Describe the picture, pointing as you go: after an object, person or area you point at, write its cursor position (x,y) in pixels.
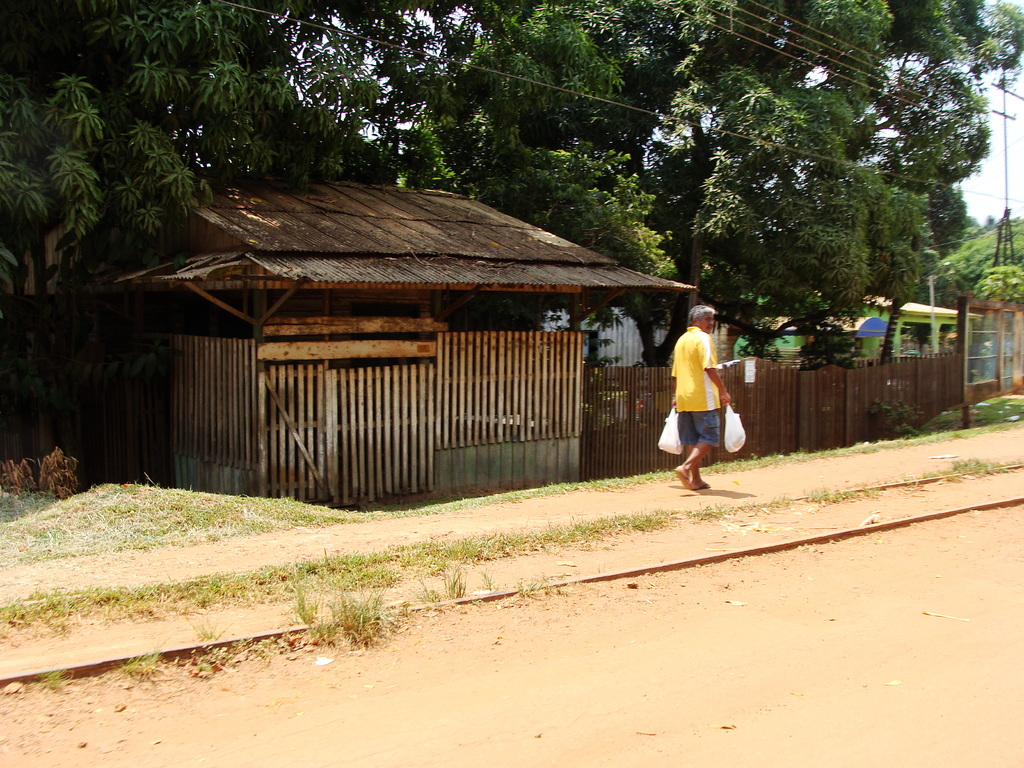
There is a road (562,660). On the ground (379,588) there is grass (354,510). In the back (467,388) there is a shed (402,322). Near to that there is a fencing (776,376). Also there is a person (700,386) walking and holding covers (671,435). In the background (626,100) there are trees (738,86).
